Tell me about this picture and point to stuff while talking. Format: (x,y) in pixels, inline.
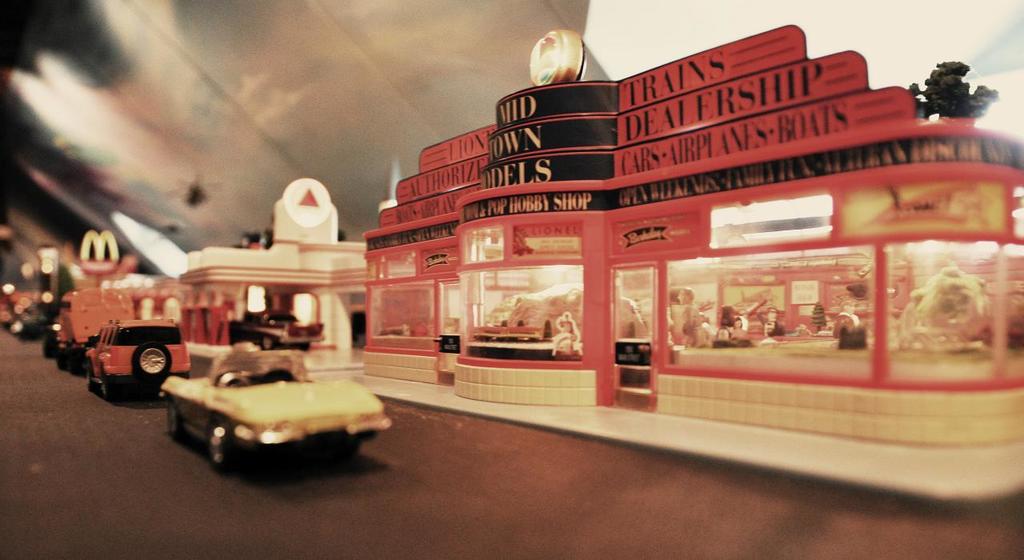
In this picture, we see the toy building blocks (673,289). It is in red and white color. On top of it, we see some text (622,157) written. Beside that, we see toy cars (117,370) are moving on the road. On the right side (982,96), we see a tree (953,82). In the background (345,79), we see the sky (216,137).
